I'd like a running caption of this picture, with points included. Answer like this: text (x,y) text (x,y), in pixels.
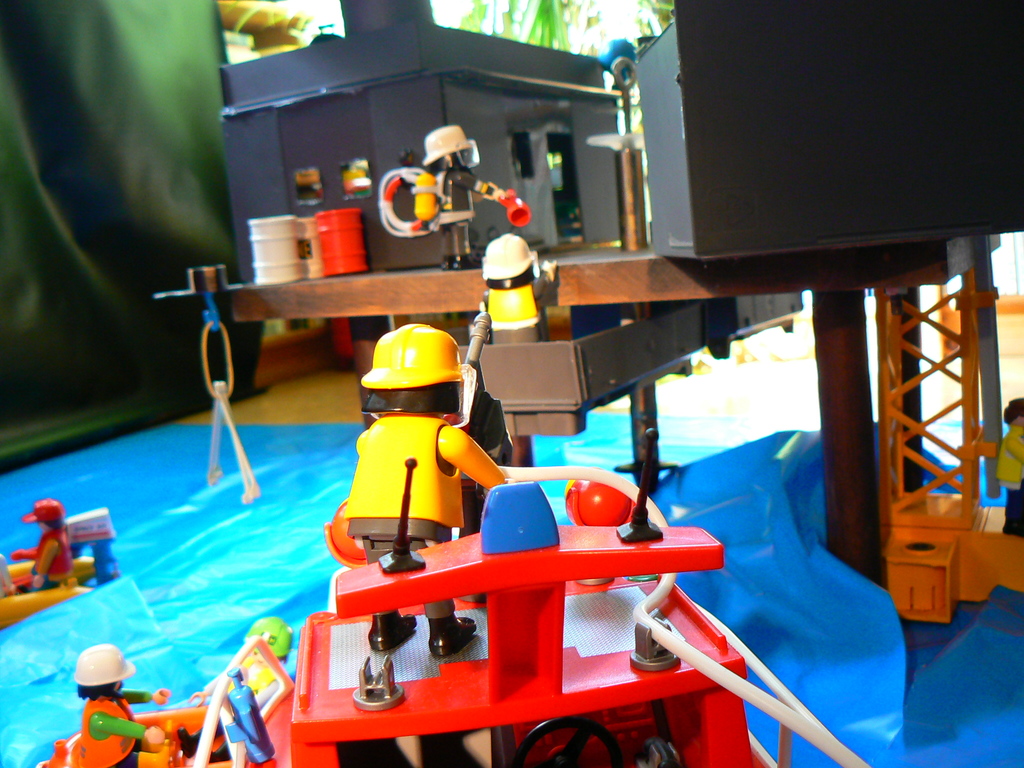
In this image, I can see the toys (446,558). This looks like a wooden table (843,297) with an object (278,101) and the small barrels (343,225) on it. I think this is a vehicle (279,727). On the right side of the image (937,551), that looks like a tower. I think this is a sheet (195,550), which is blue in color. On the left side of the image (44,603), that looks like a boat (65,590) with a person (55,577) in it.
